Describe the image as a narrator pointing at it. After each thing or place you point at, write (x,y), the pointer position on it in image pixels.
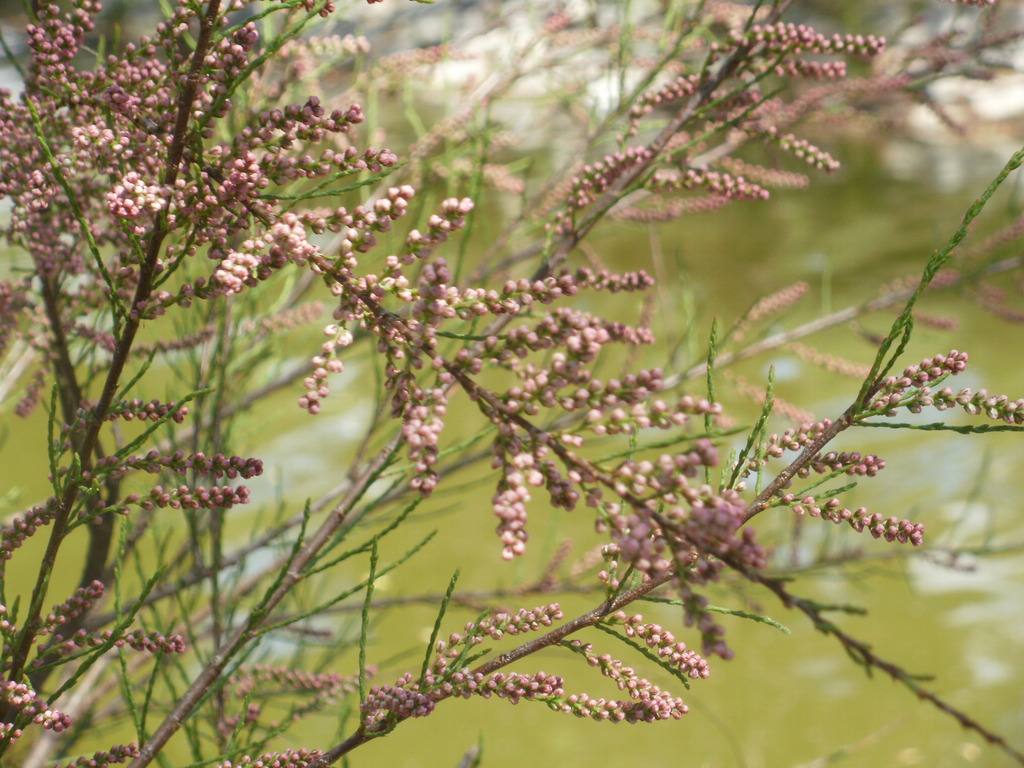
It is a zoomed in picture of a tree (462,206).
